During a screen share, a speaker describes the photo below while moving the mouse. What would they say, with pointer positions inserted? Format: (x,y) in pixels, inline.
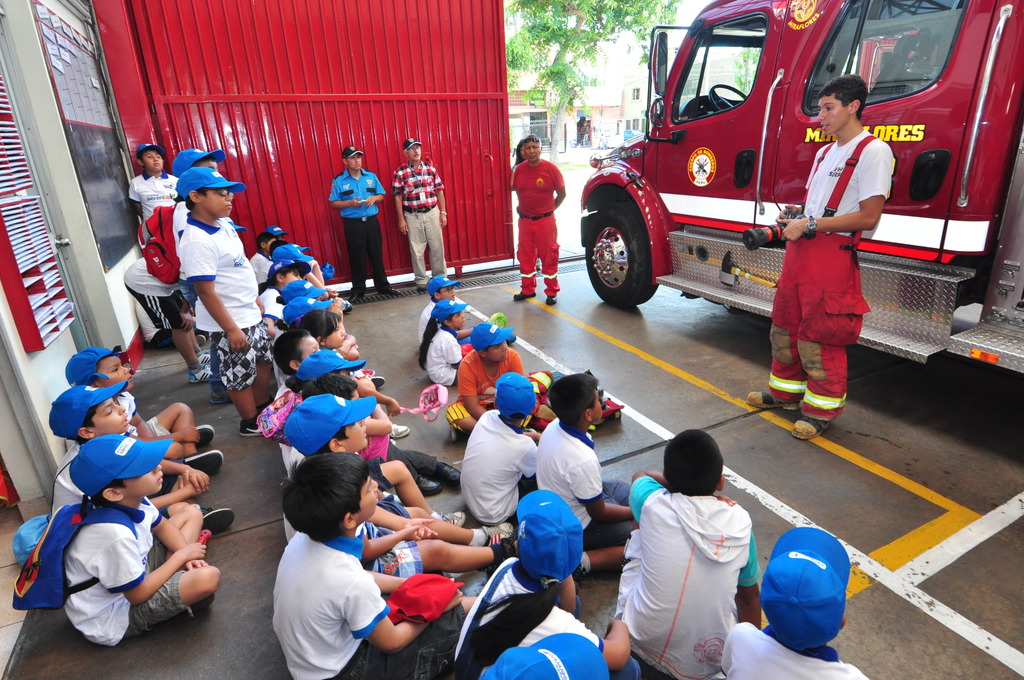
In this image we can see few persons (295,486) are sitting and few persons (818,253) are standing on the floor (147,395) and among them few persons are carrying bags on the shoulders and a man (809,270) is holding a hose nozzle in his hands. We can see a metal door (316,125), objects (24,241) on a rack board (23,285) on the wall (20,437). In the background (549,144) we can see a building (531,115) and tree (545,59).
